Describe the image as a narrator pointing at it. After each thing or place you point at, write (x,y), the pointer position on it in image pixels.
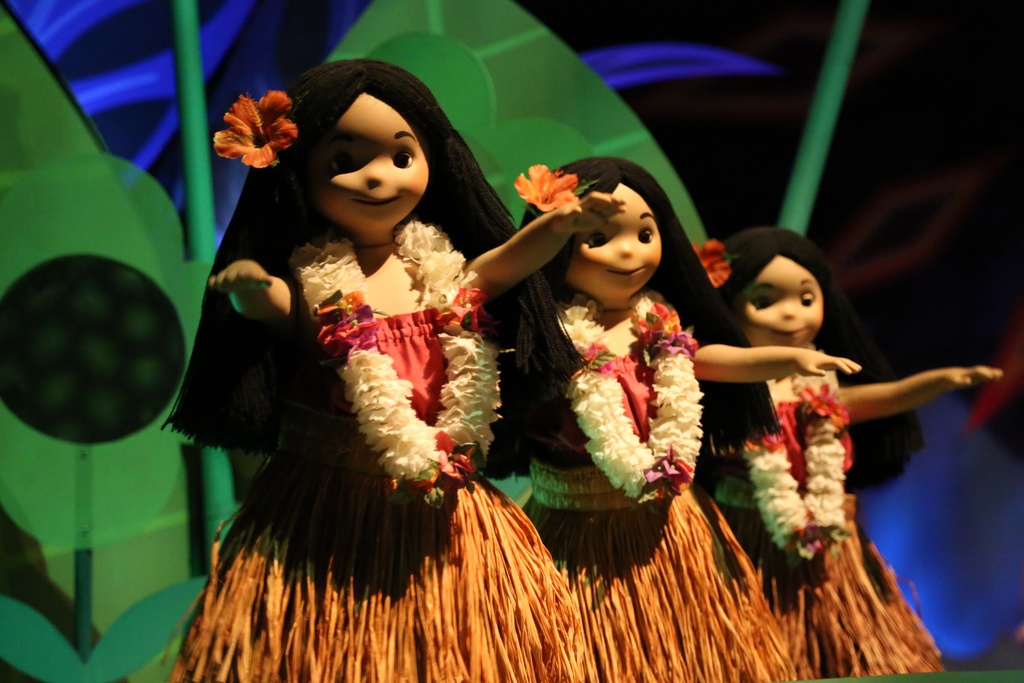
In this picture there are toys (413,502). At the back (508,31) there are artificial plants (132,502) and there might be lights (952,611).
